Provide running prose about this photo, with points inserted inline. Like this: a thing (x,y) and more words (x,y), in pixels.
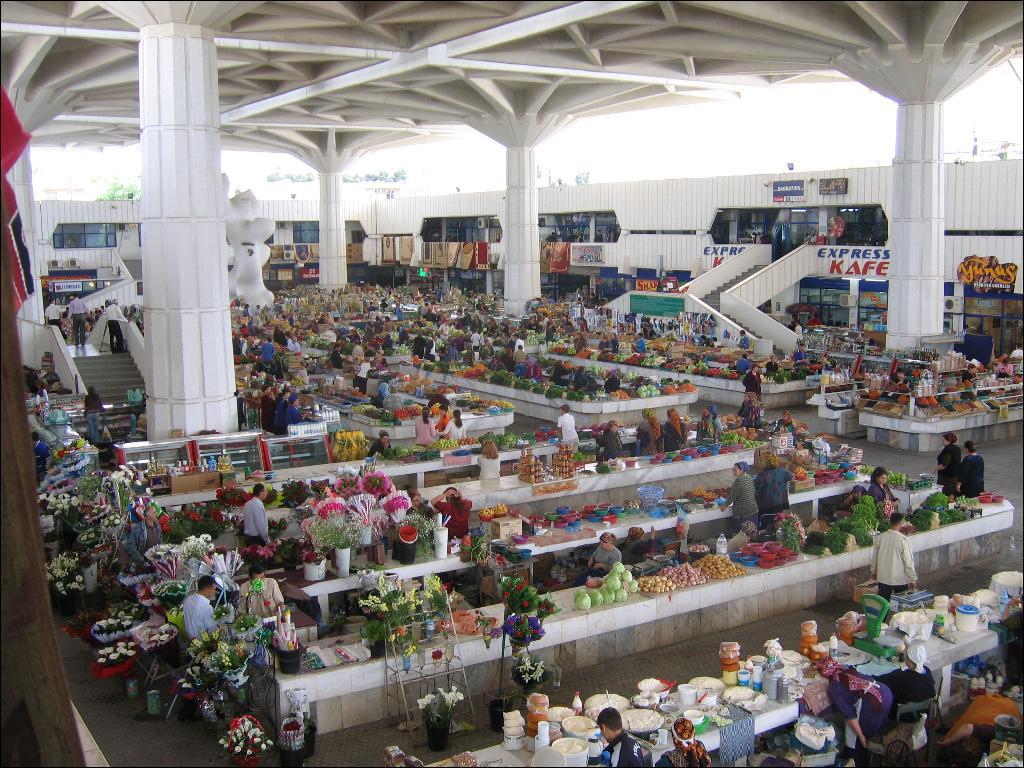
In this picture I can see there is a bazaar (485,727) and there are people (88,410) shopping here. I can see there are flower bouquets (519,672), vegetables (788,539), groceries (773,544) and provisions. There are stairs (101,371) at left side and there are few pillars (182,235) and there is a design (403,105) on the roof (456,24). The sky (739,142) is visible and clear.
